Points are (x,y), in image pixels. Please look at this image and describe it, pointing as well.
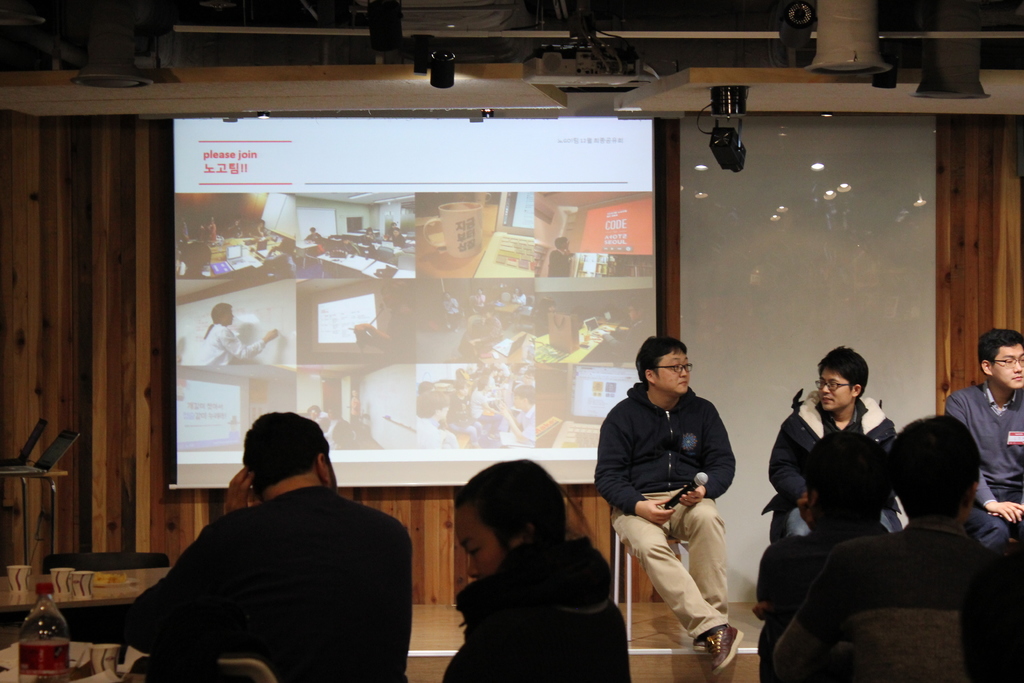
In this image we can see some people (509,577) sitting and there is a person (681,463) holding a mike (687,492). In the background (605,346) we can see a screen (285,203) and wooden wall (946,286). Image also consists of laptops (37,437), paper cups (58,572) and water bottle (61,664). At the top (593,67) we can see a projector (604,63) with lights (719,108).
